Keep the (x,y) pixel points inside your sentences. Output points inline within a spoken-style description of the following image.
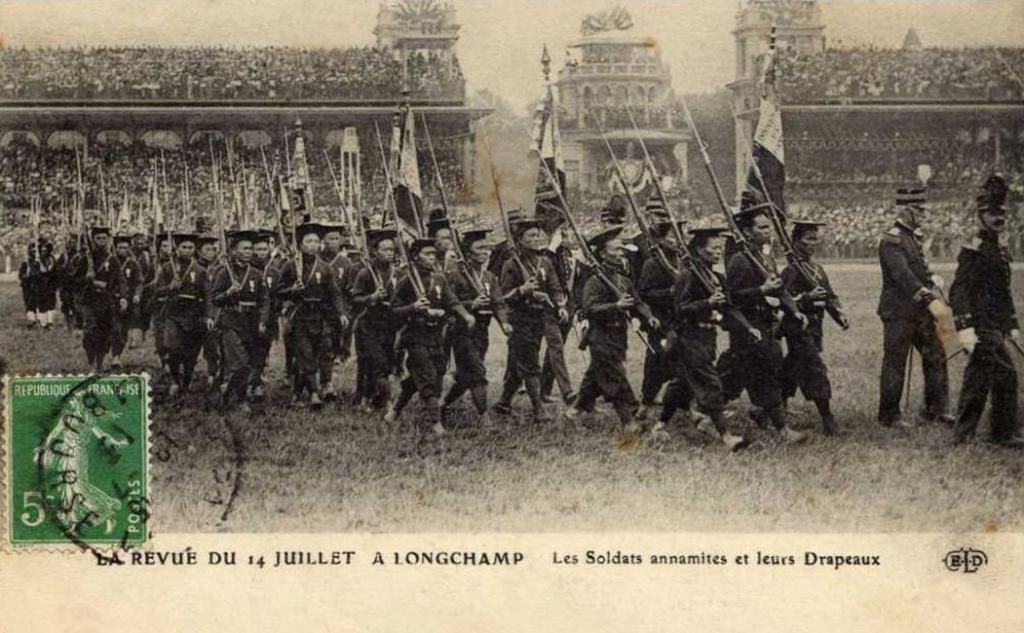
In the image we can see there are people (454,352) standing on the ground (944,262) and they are holding flags (770,130) in their hand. There is ground (728,463) covered with grass (650,455) and behind there is a building (626,128). There is a postage stamp (55,499) on the poster (41,567) and the image is in black and white colour.
